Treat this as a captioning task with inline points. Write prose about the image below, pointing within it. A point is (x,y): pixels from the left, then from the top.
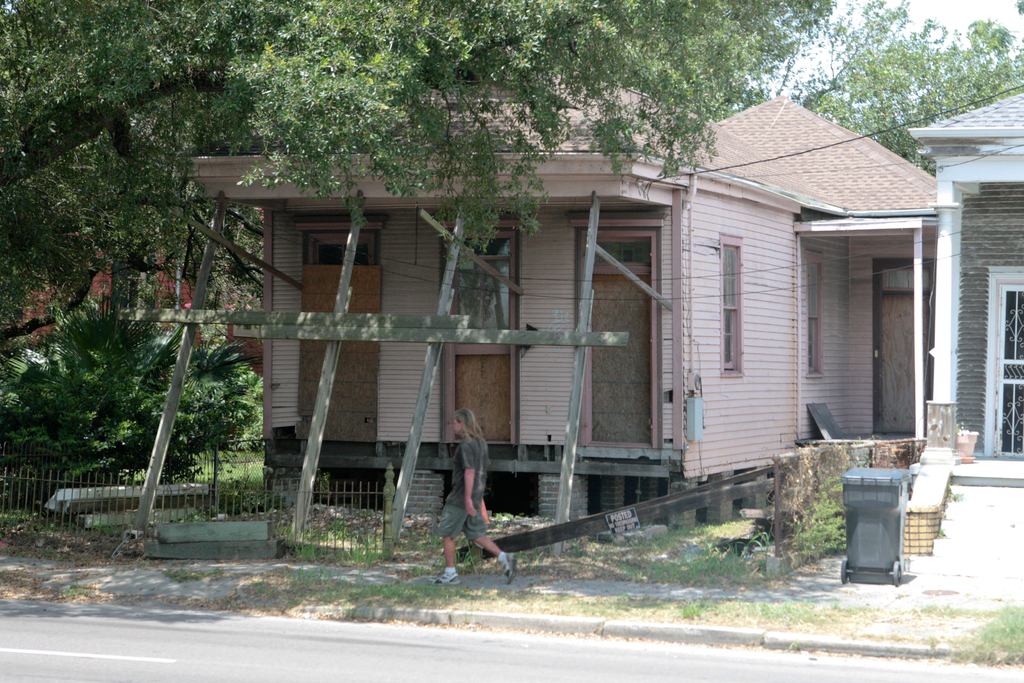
In this image there is a person (459,513) walking on the pavement (378,566), beside the pavement (227,566) there are houses (790,326) and trees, in front of the house (895,385) there is a trash can (858,518).
